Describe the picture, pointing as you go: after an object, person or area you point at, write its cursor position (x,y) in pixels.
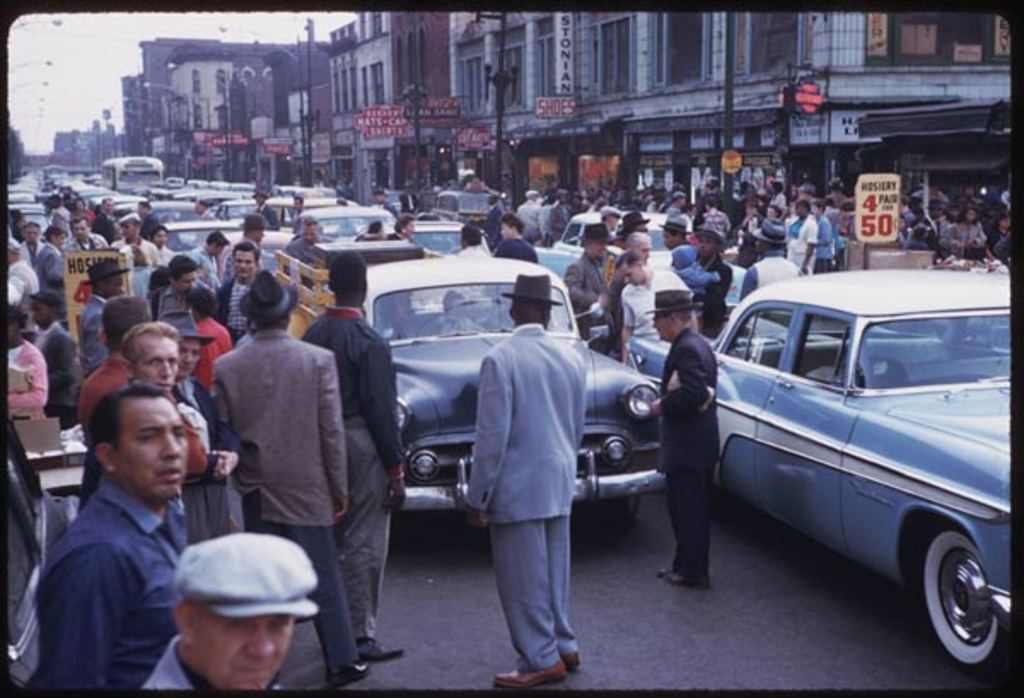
This image is clicked on the road (745,607). There are many cars (850,444) on the road (665,603). There are many people (131,542) standing on the road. To the right (786,69) there are buildings (885,67). There are boards (539,113) with text (571,108) on the walls (817,65) of the buildings (634,111). In front of the buildings (711,131) there are sign board poles (735,153) and street light poles (227,124). In the top left (75,44) there is the sky (141,29).
